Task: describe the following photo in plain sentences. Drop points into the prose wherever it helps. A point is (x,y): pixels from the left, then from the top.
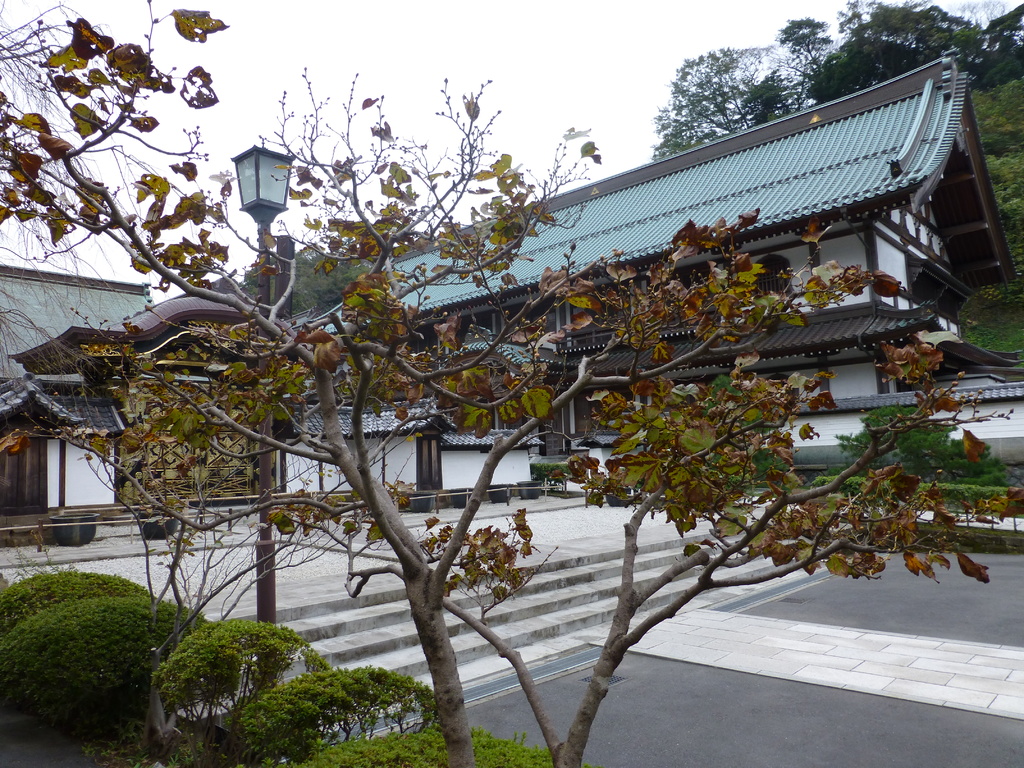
In this image there are trees (680,514), in background (119,361) there is a house (967,375) trees (721,85) and a sky (374,91), in front of the house (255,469) there is a path (953,653).
